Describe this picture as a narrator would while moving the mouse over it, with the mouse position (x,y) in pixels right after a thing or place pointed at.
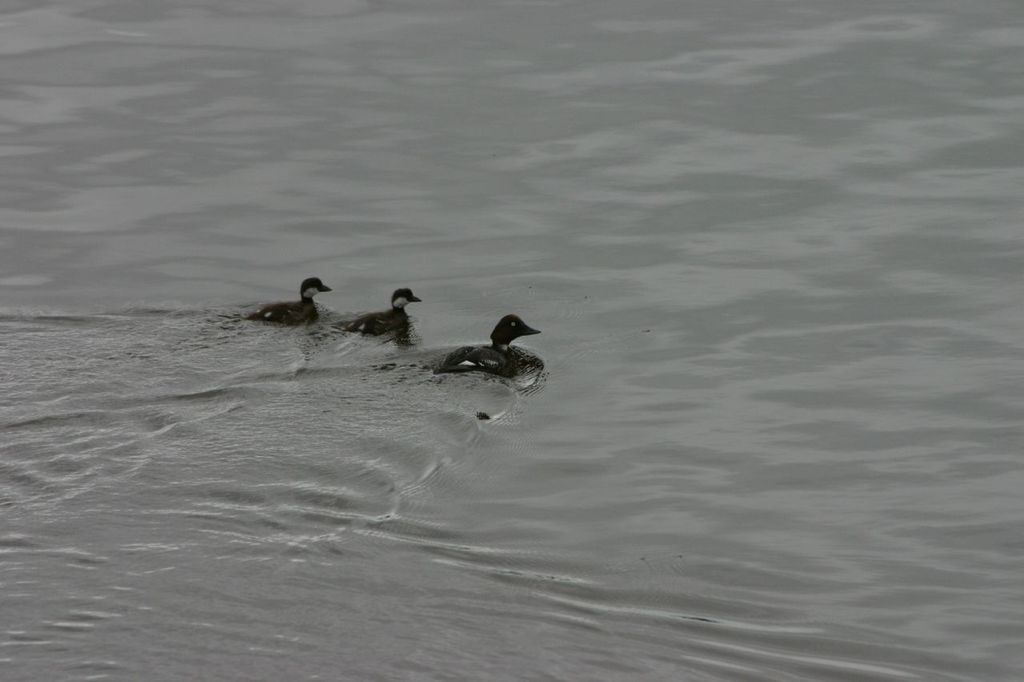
In this image three ducks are swimming in water (308,508). Water (397,490) is having some ripples (447,565) on it.
